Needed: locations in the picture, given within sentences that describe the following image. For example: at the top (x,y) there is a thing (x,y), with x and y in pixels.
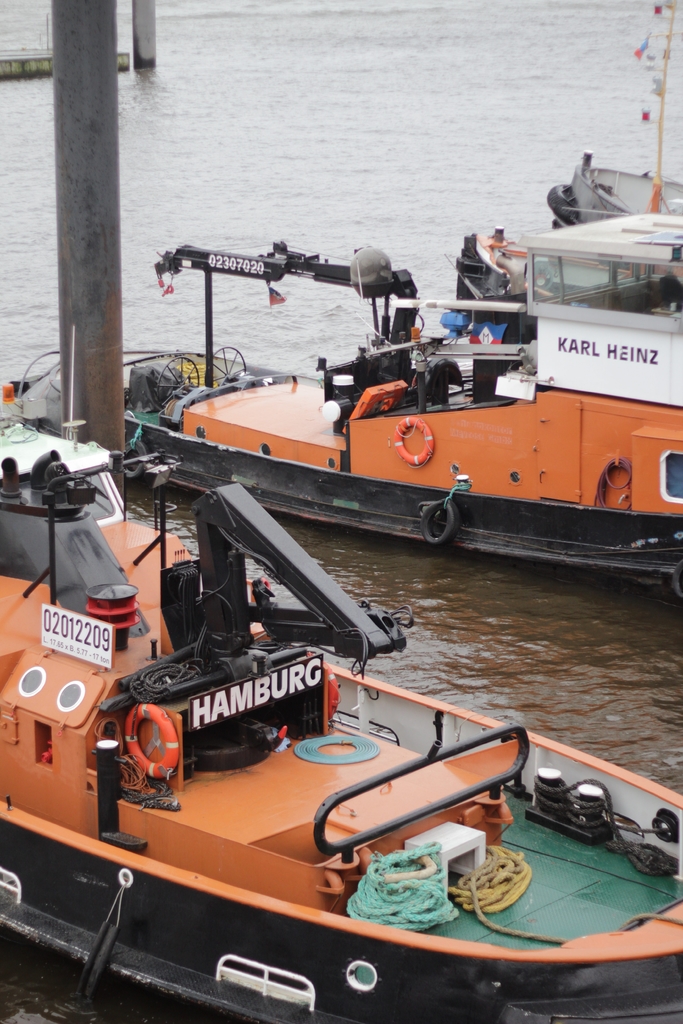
In this image we can see a few boats (242,672) on the water (127,85), there are some ropes (391,894) and other objects (238,661) in the boats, also we can see the poles (109,94).
